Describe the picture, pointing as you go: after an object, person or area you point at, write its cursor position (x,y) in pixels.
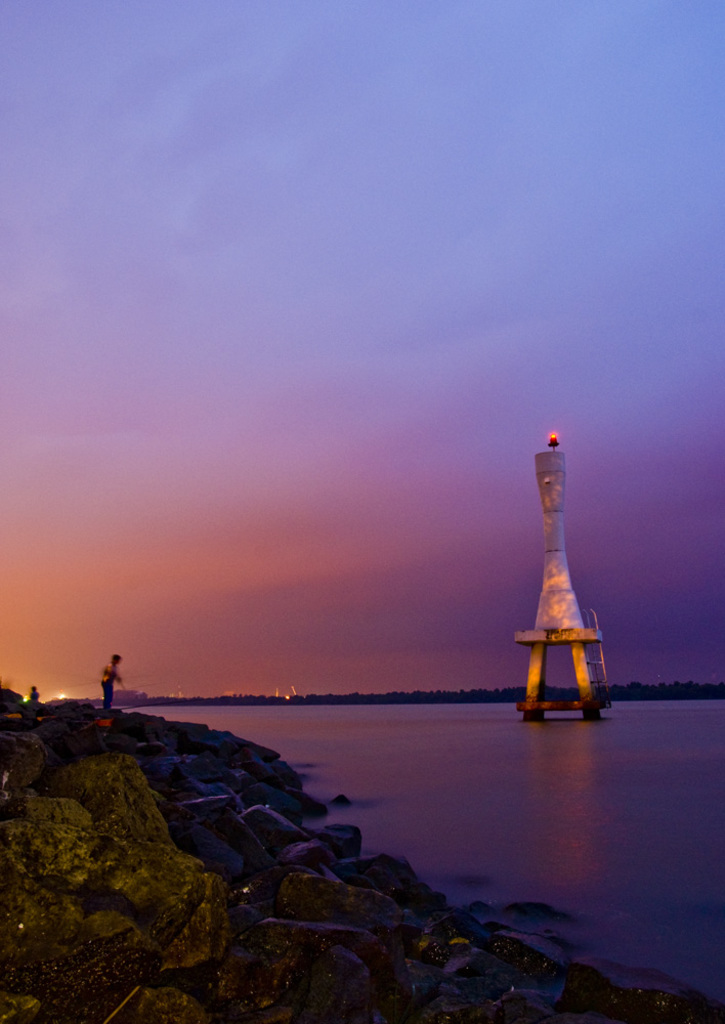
On the left (173,895) we can see stones (184,869) and there are two persons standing on it. On the right (559,580) we can see a tower (559,503) with light (551,447) on it and we can see water (461,780) also. In the background (260,659) there are lights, trees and clouds (240,674) in the sky (51,674).
